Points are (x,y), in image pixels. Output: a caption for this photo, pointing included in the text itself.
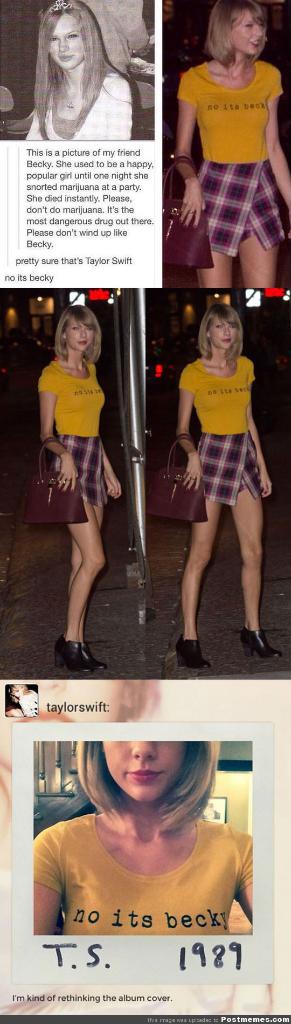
This picture is a collage. In the center of the picture (189,477) there is a woman (199,378) in different poses. At the top (93,128) there is a newspaper column (88,189). At the bottom (161,896) there is text (182,951) and there is a woman (139,843).
